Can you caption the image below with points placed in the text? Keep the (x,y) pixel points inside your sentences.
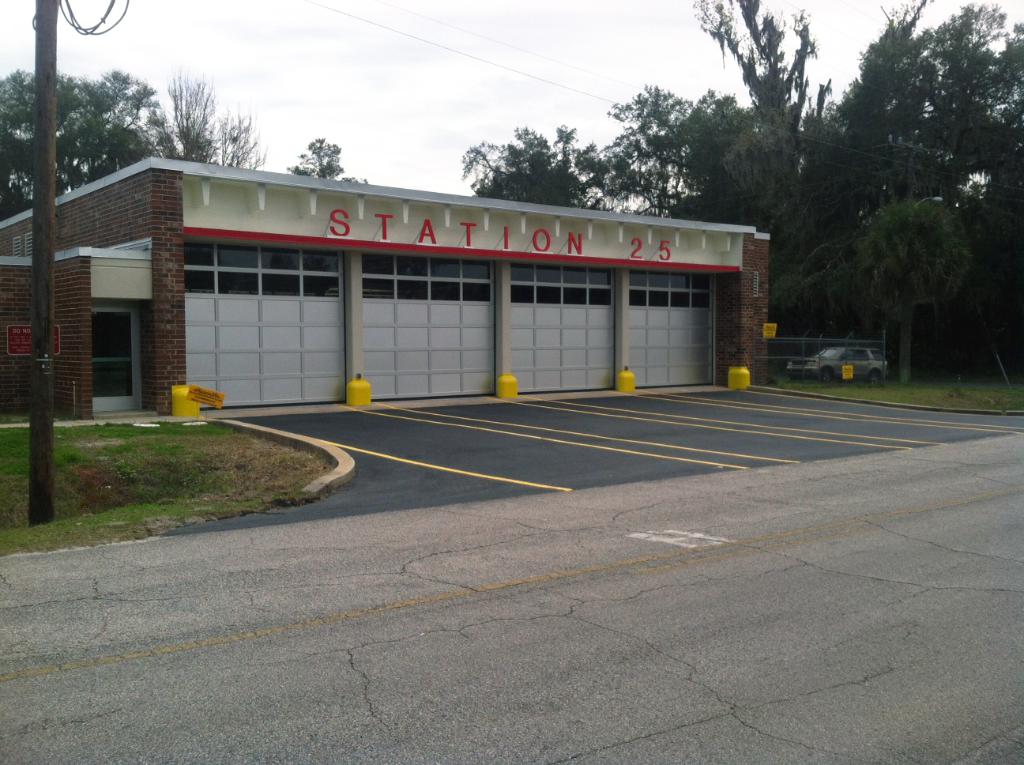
In this image we can see the building (474,282) with text (552,239) and number (640,247). In front of the building (524,375) we can see the yellow color objects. And we can see the vehicle (810,372) on the ground (859,386). And there are trees (22,126), grass (154,443) and the sky (467,65).
